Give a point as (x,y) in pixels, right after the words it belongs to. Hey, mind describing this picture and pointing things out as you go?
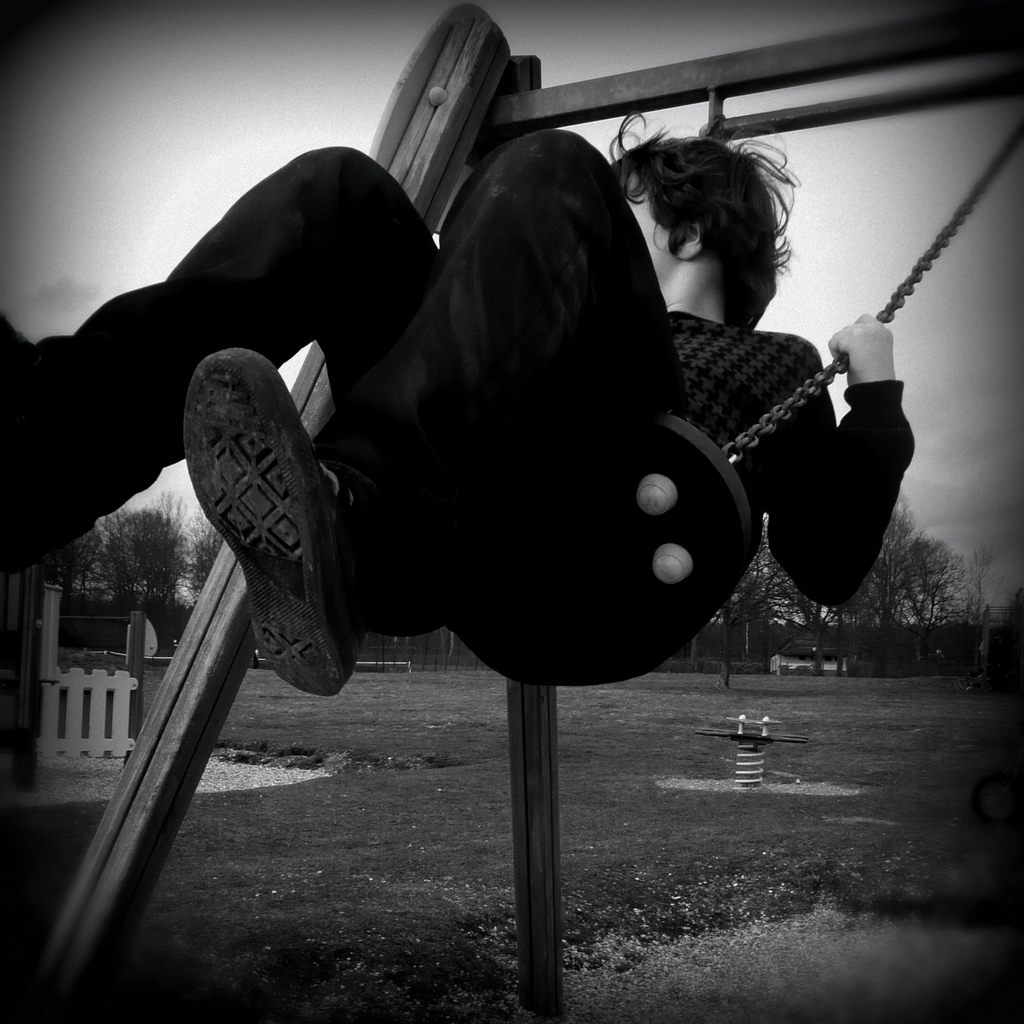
It looks like a black and white picture. We can see a person (391,337), swing (647,445) and he is swinging. On the left side of the image (321,357) there are wooden poles (450,155) and it looks like a picket fence (120,688). Behind the person (533,447) there is an object (755,722), trees (845,631) and the cloudy sky (933,344).
